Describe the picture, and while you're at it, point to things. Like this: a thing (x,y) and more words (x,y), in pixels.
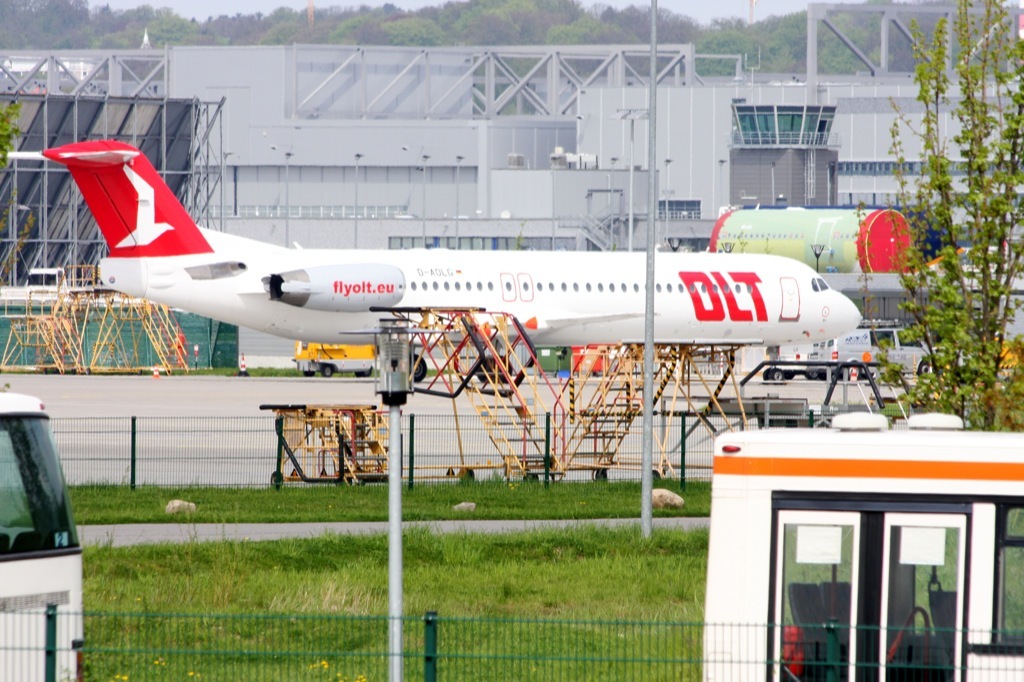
In the center of the image (572,322) we can see an airplane (499,298) parked on the road (374,390), staircase (434,393). In the foreground (843,563) we can see light poles (645,436), vehicles (815,567) and a fence (132,650). In the background (894,344), we can see group of vehicles (896,331) parked on roads (222,391), building (495,161), group of trees (615,14) and the sky (617,0).
